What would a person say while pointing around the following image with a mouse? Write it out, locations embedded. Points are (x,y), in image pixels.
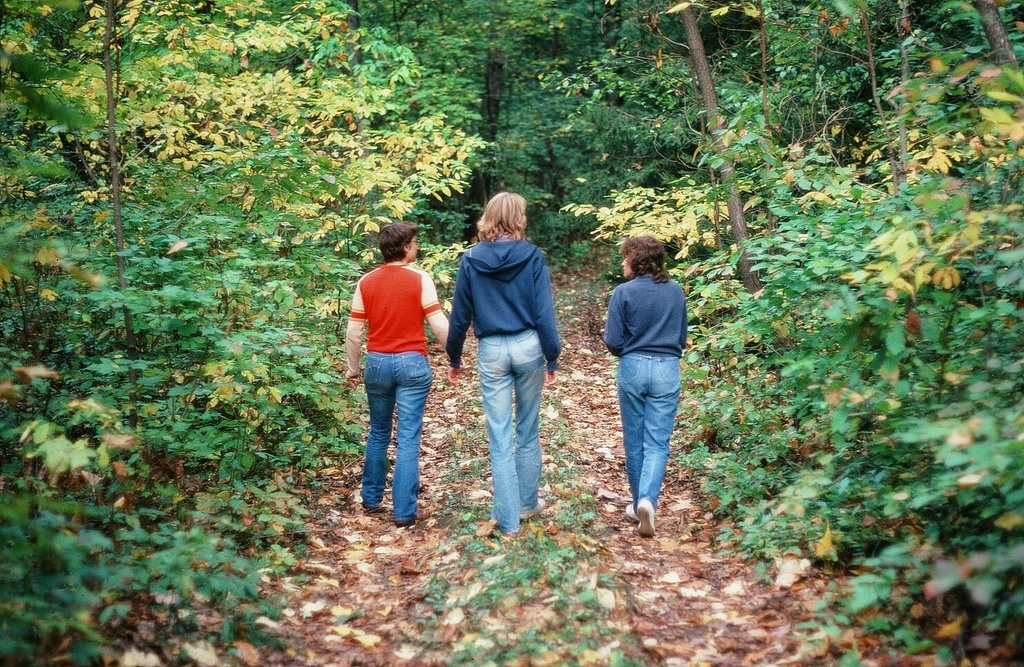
This image is taken outdoors. At the bottom of the image (428,612) there is a ground (694,608) with many dry leaves (490,585) on it. In this image there are many trees (728,152) and plants (128,266). In the middle of the image (502,322) a man (403,313) and two women (484,351) are walking on the ground (585,397).
